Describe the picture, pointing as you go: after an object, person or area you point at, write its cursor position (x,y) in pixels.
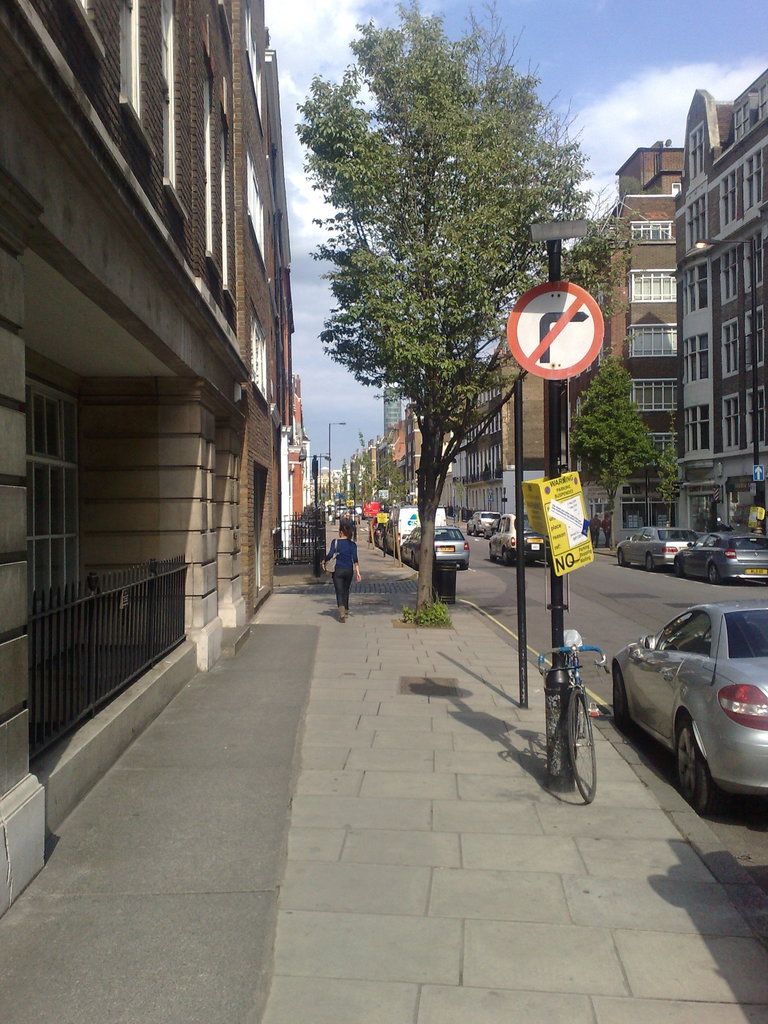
In this picture we can see a few vehicles (636,563), some text (578,478) and a sign (545,313) on the boards (577,312). We can see a person (344,579) on the path (400,683). There are buildings (40,448), trees (384,361), street lights (559,409), other objects (314,468) and the cloudy sky (588,81).
